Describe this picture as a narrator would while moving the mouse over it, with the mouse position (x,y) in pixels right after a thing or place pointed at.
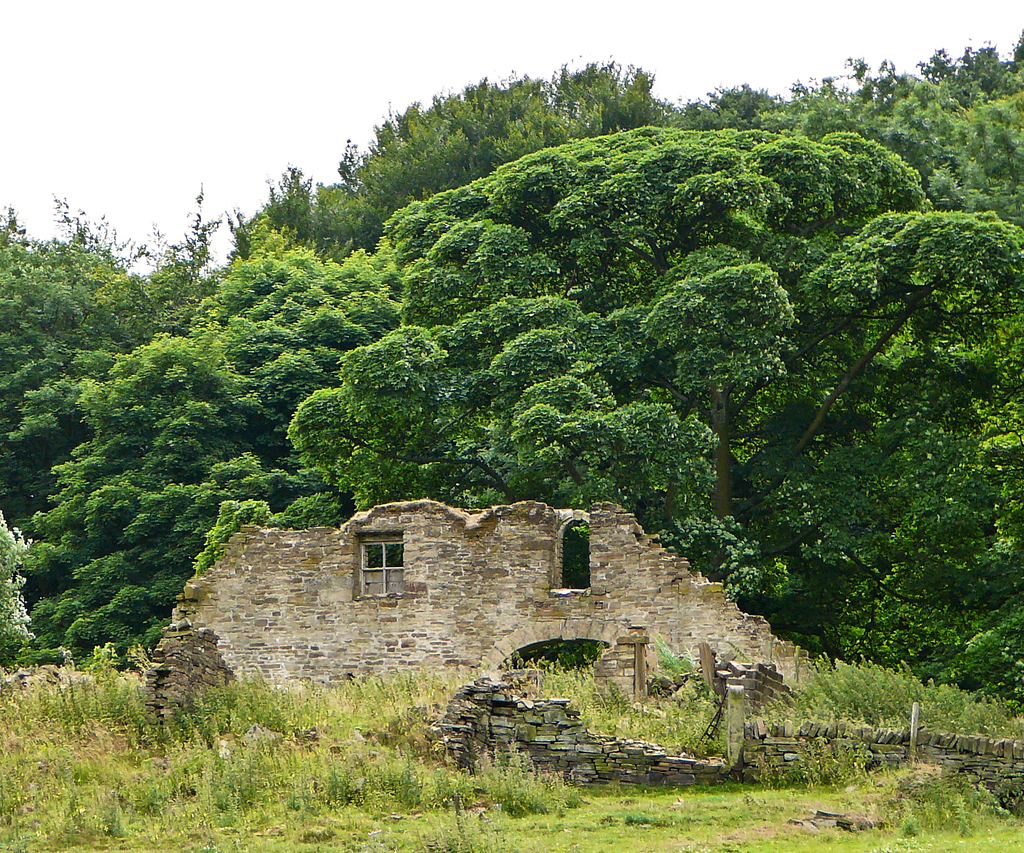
In this image we can see one wall (392,611) with two windows (398,570), one small wall (767,753) with rocks (985,749), some stones (312,736) on the surface (130,771), so many big trees (835,378), plants (894,690), bushes (906,689), grass (834,803) and at the top (125,110) there is the sky (451,56).
